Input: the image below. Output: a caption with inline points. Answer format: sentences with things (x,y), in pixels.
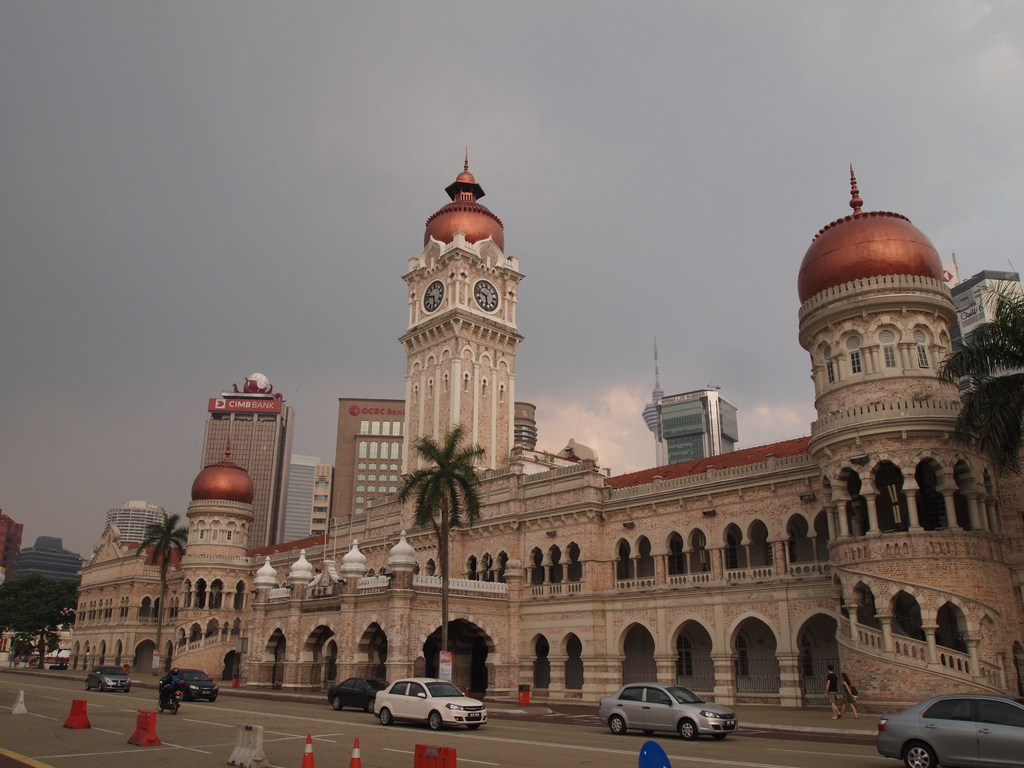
In the image there are few cars (96,677) going on the road (476,755) with traffic cones (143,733) in the front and behind there is a palace (545,529) with trees (162,570) in front of it and above its sky (548,263) with clouds (587,327).
